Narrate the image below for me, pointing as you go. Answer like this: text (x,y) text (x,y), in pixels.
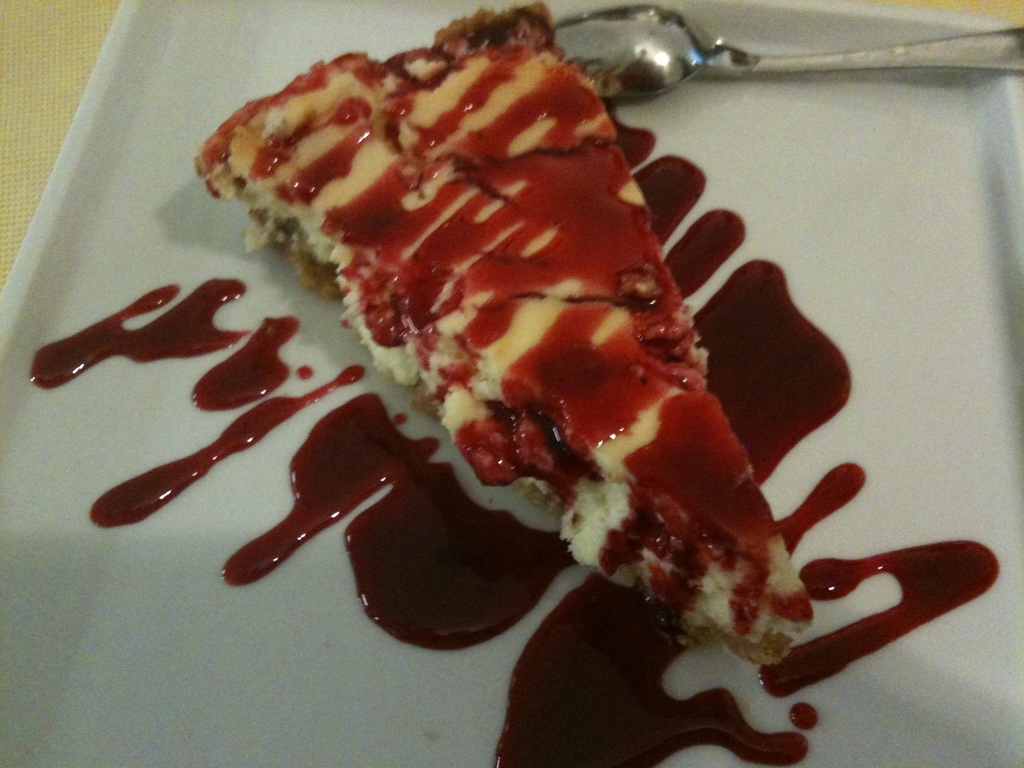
In the foreground of this image (428,282), there is a cheesecake (551,470) on a platter (190,218). There is also a sauce (640,351) over the cheesecake (449,293) and on the platter (239,275). On the top (731,54), there is a spoon (643,51) on the platter (195,280). In the background (38,59), there is a creamy surface (18,135).
